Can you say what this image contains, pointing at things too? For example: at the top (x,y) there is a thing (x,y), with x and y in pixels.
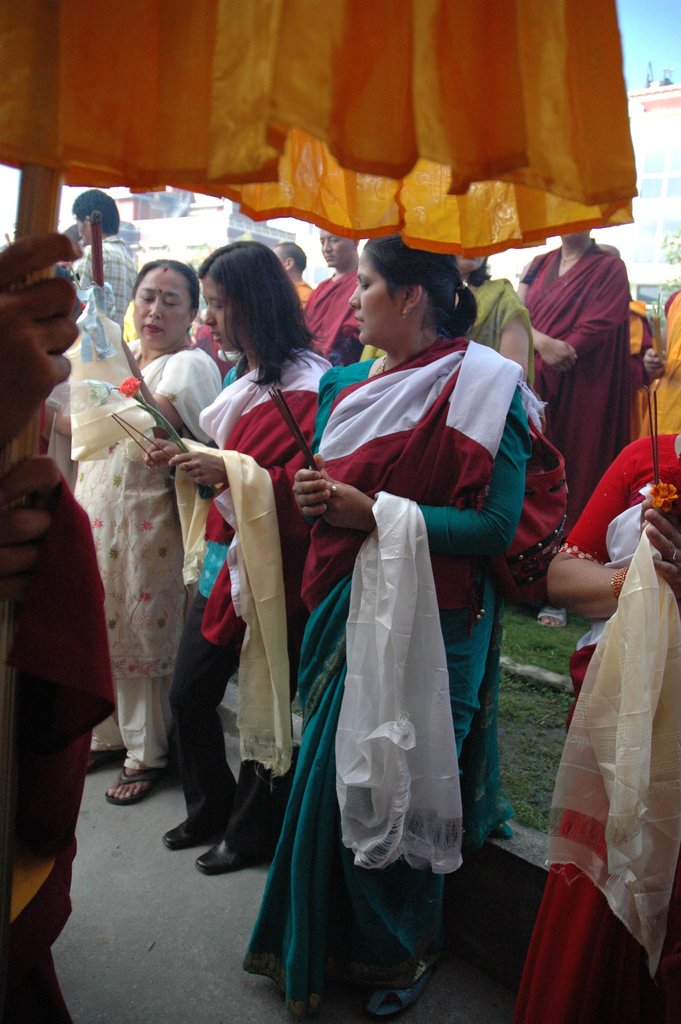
In this picture we can see a group of people (622,535) standing on the ground (90,850) where some are holding incense sticks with their hands (671,527), umbrella (37,86), clothes (384,685) and in the background (176,201) we can see buildings (642,191), sky (634,13).
